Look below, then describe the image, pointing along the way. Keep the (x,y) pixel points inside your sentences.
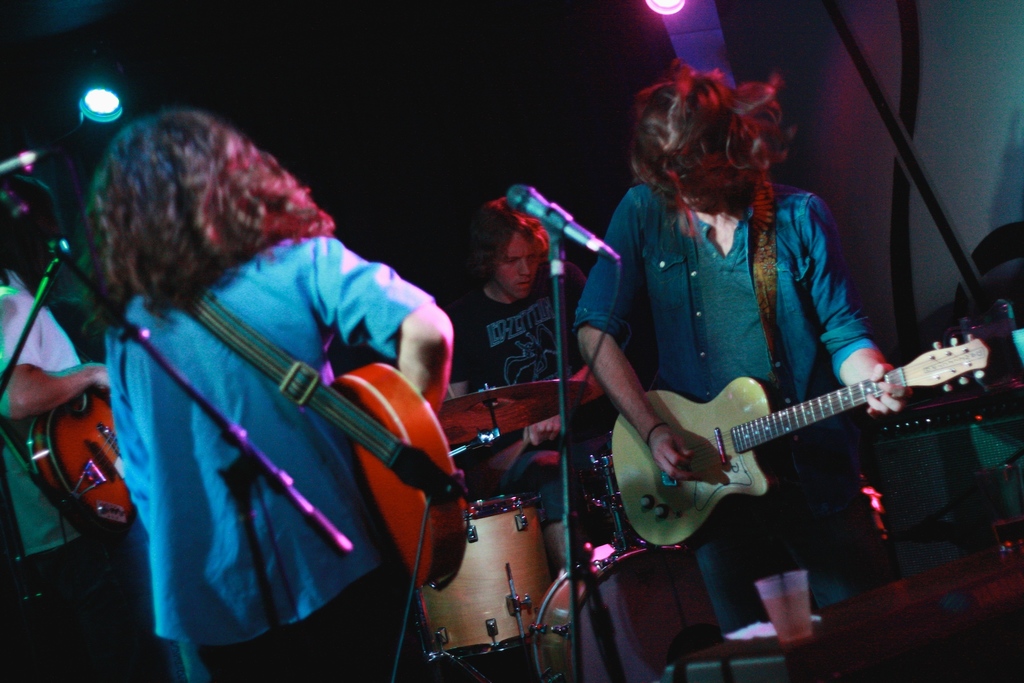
There are three persons (308,356) playing guitar (354,384) and the person (504,334) who is wearing black shirt (520,366) is playing drums (503,417).
